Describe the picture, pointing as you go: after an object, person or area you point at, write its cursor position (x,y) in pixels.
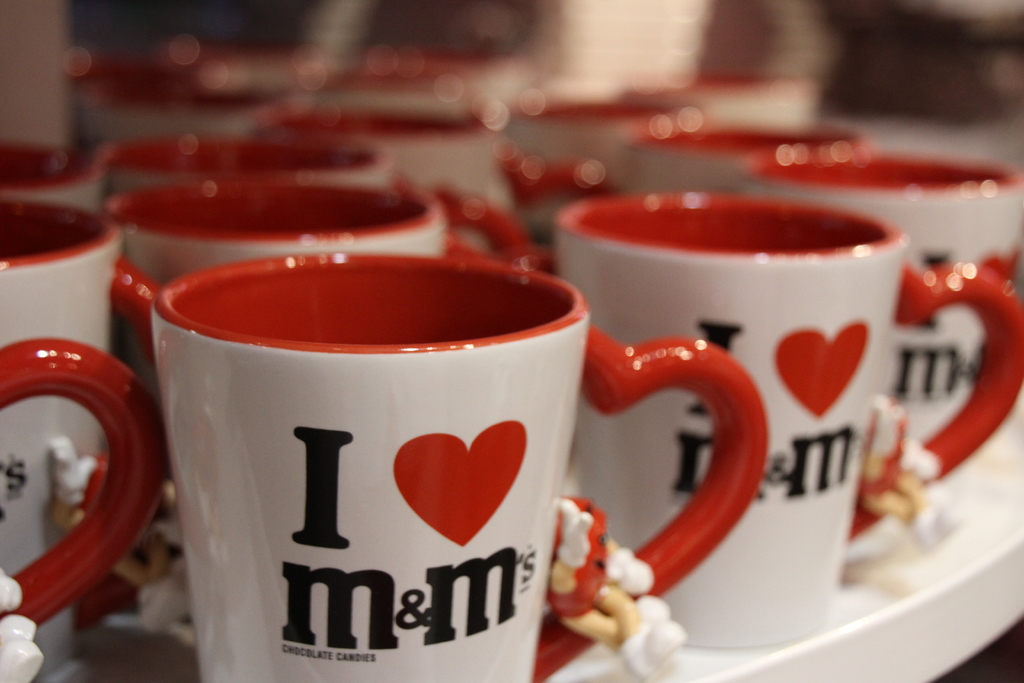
In this image I can see some tea mugs (642,461) on a table (925,600). These mugs (696,565) are in red and white colors.
